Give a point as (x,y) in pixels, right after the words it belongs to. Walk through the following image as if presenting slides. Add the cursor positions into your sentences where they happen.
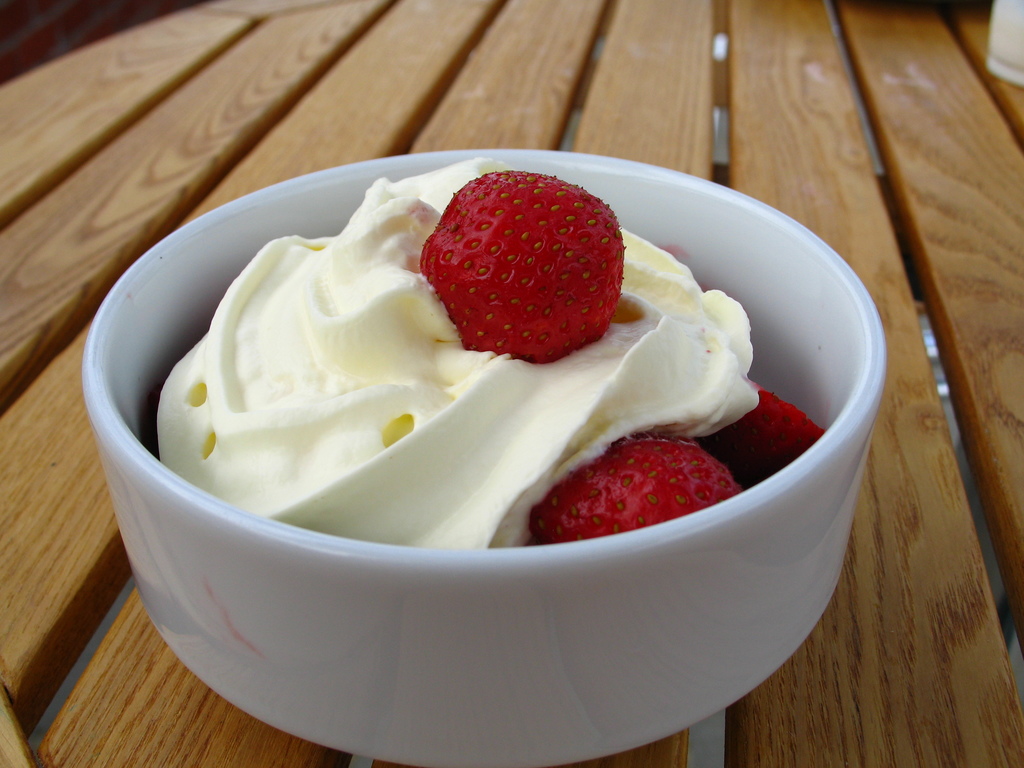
At the bottom of this image (305,678), there is a cup (832,570) having food items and cream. This cup (133,332) is placed on a wooden surface (989,455).
